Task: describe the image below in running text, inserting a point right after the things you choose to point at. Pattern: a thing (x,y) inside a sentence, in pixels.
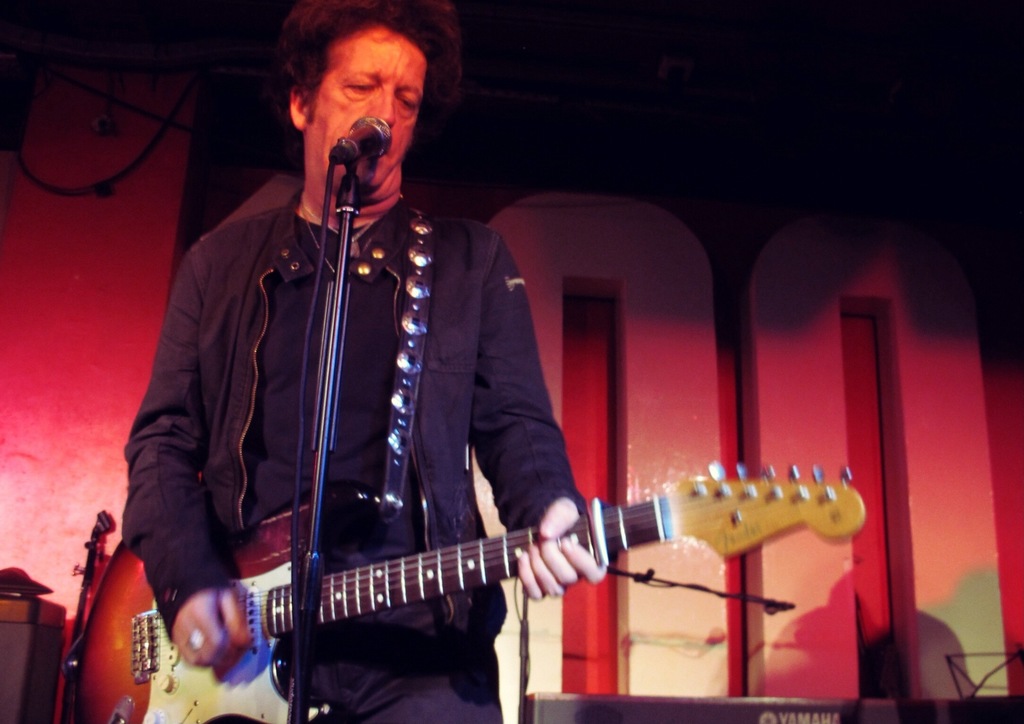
This is a picture of a man (430,395) in black jacket (478,393) holding a guitar (378,599). The man (395,163) is singing a song in front of the man (379,196) there is a microphone (375,131) with stand (331,407). Background of the man (353,426) is a wall (569,209).
